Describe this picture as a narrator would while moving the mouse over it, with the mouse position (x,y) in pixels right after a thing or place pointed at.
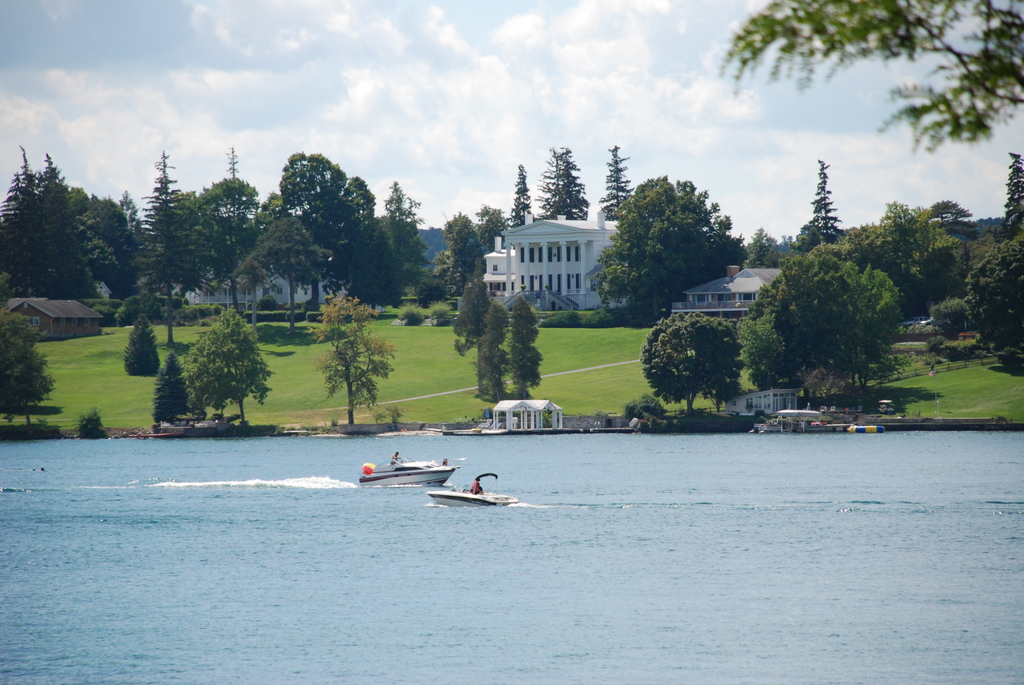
At the bottom of the image (139,543) there is water (139,543). On the water (438,488) there are two speed boats (405,474). Behind the water (408,488) there are small roofs (795,414) with pillars (510,427). Behind them there are trees (669,332) in the background (602,256). In between them there are few houses (748,294) and there is a big building (584,277) which is white in color and also there are walls (591,259), pillars (510,245) and windows (532,260). At the top of the image (594,158) there is a sky (215,160) with clouds (198,166).
